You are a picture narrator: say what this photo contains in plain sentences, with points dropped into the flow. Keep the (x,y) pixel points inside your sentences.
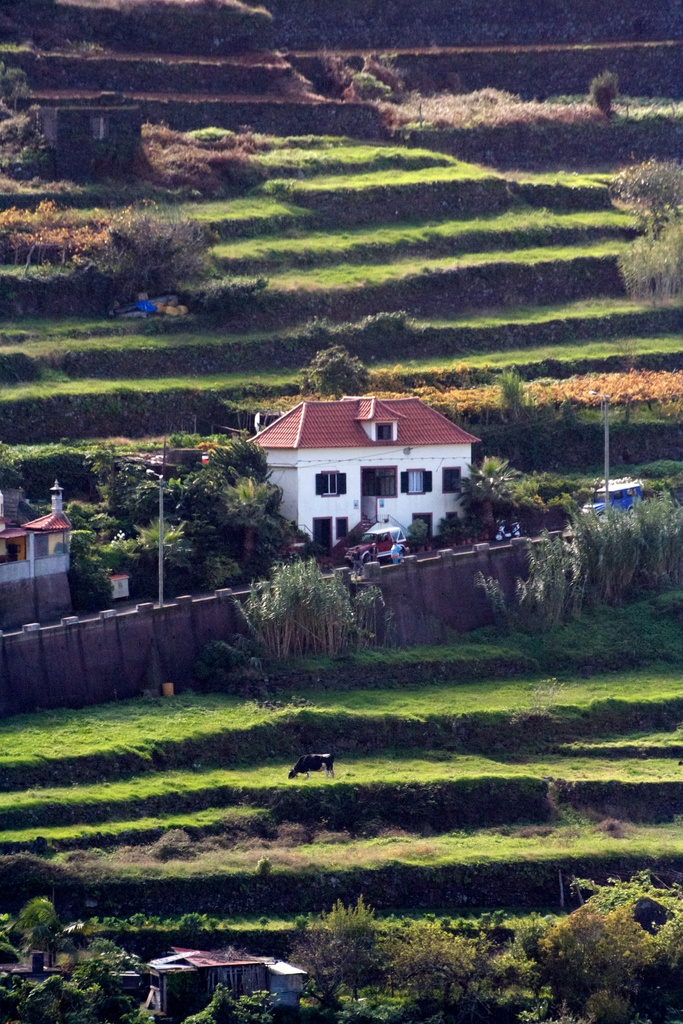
In this image, we can see houses (405,435), poles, a fence (482,546) and there is an animal (328,767) and there are trees (538,960) and fields (394,768).
